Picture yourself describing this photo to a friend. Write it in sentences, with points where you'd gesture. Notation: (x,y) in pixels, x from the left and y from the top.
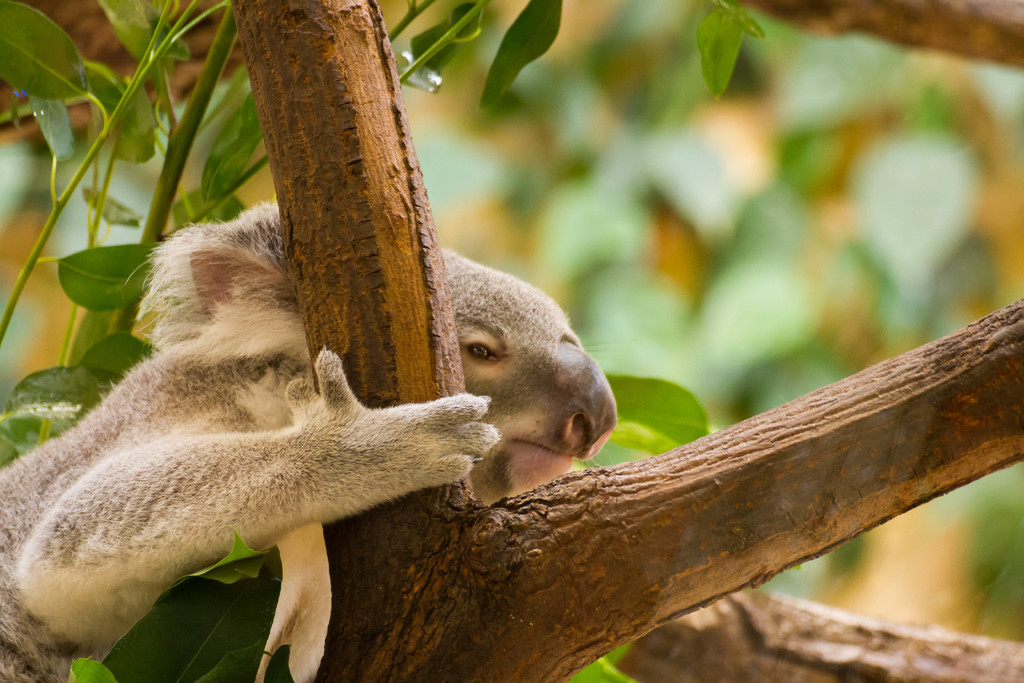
In this image there is an animal (416,406) on the branches (795,472) of a tree (577,490), in the background (245,157) there are leaves (492,65).
